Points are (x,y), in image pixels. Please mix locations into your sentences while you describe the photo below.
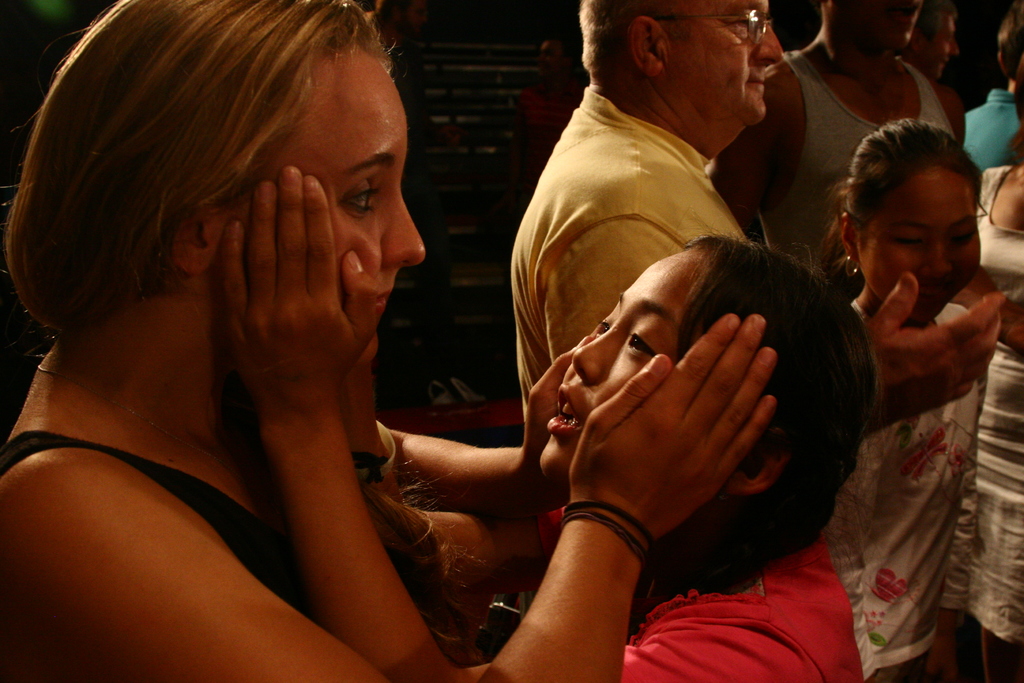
In the image there are two girls (434,475) in the foreground (575,482) and behind them there are some other people (857,205).
